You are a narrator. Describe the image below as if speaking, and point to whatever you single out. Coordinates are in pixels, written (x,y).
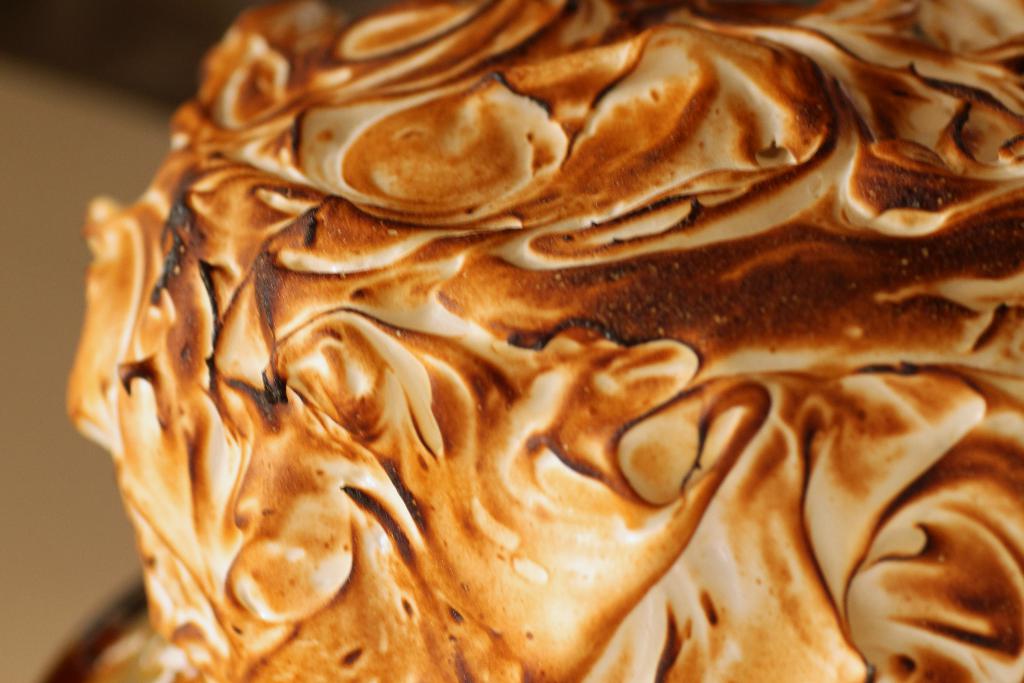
This picture contains baked Alaska (443,201) and in the background (67,158), it is blurred.
